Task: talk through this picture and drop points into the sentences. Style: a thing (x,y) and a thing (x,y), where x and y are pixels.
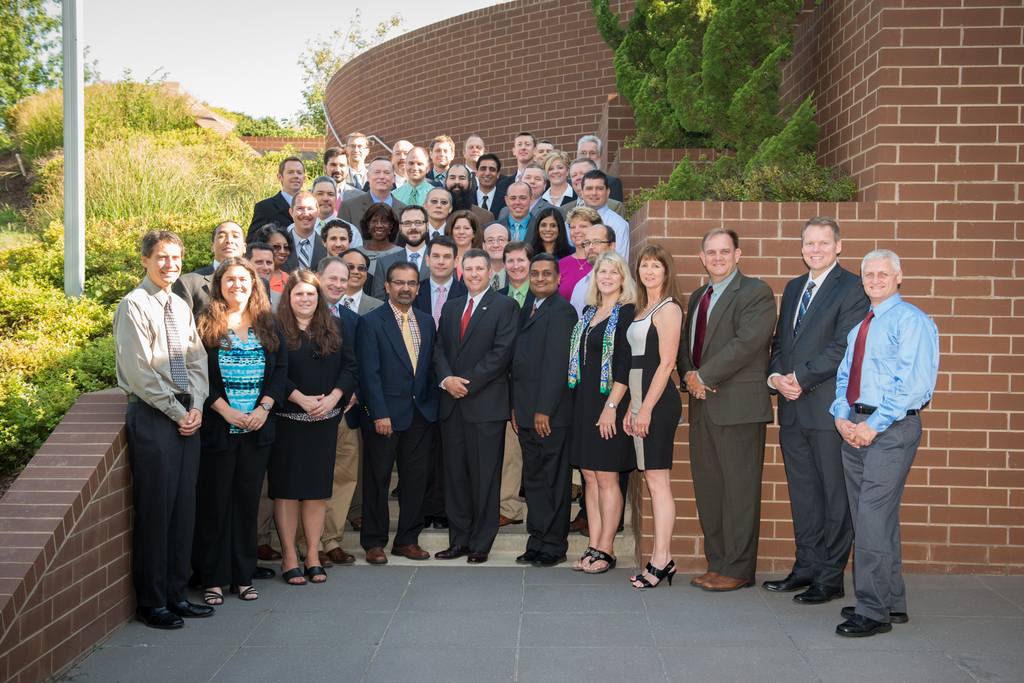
In this image we can see many men (415,476) and women (300,270) are standing here and smiling. In the background (1002,179), we can see the brick wall (819,95), trees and the sky (194,66).
